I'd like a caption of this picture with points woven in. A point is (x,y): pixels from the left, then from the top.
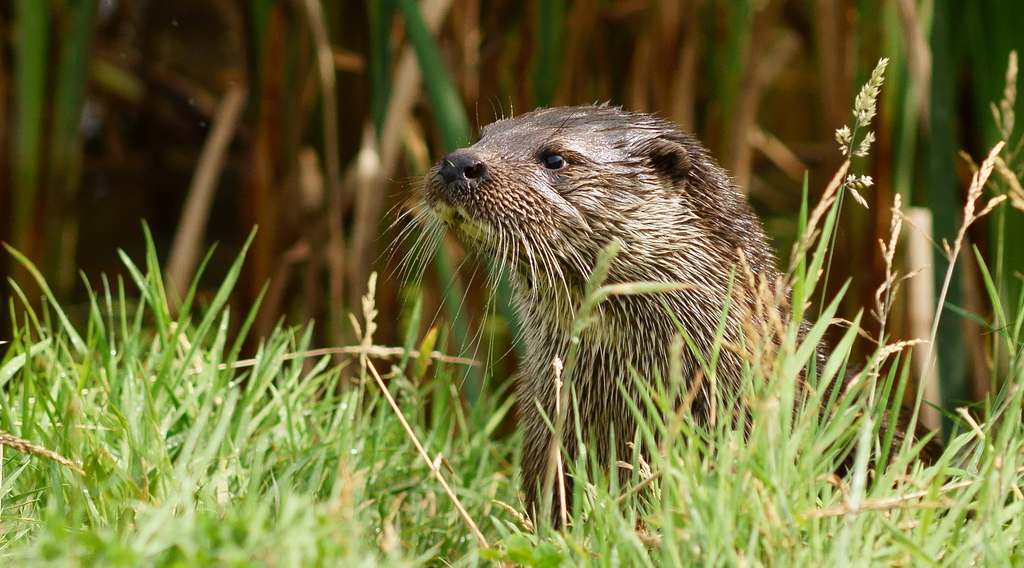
Here we can see an otter (604,324) and grass (359,470). Background (451,87) it is blur.
